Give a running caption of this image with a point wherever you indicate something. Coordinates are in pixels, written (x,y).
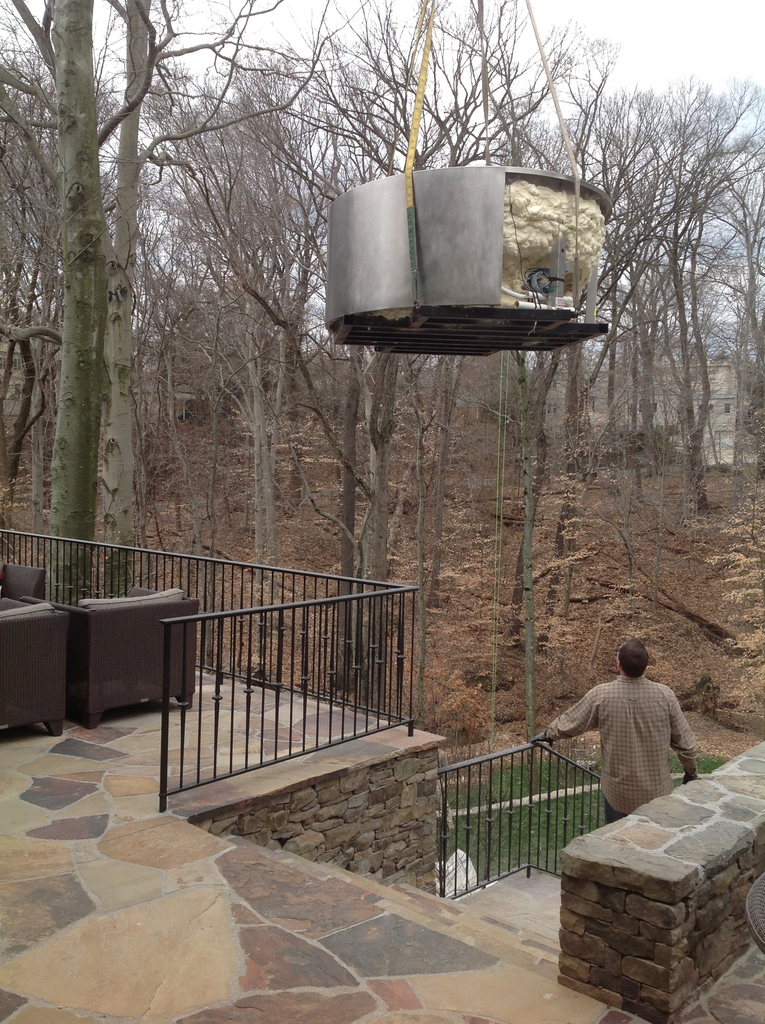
In this image there is a balcony (322,752), to that balcony (240,704) there is a fencing (184,704) and there is a sofa set (126,654), in the background (218,348) there are trees (463,386), in the top (543,339) there is a vessel (427,203).
